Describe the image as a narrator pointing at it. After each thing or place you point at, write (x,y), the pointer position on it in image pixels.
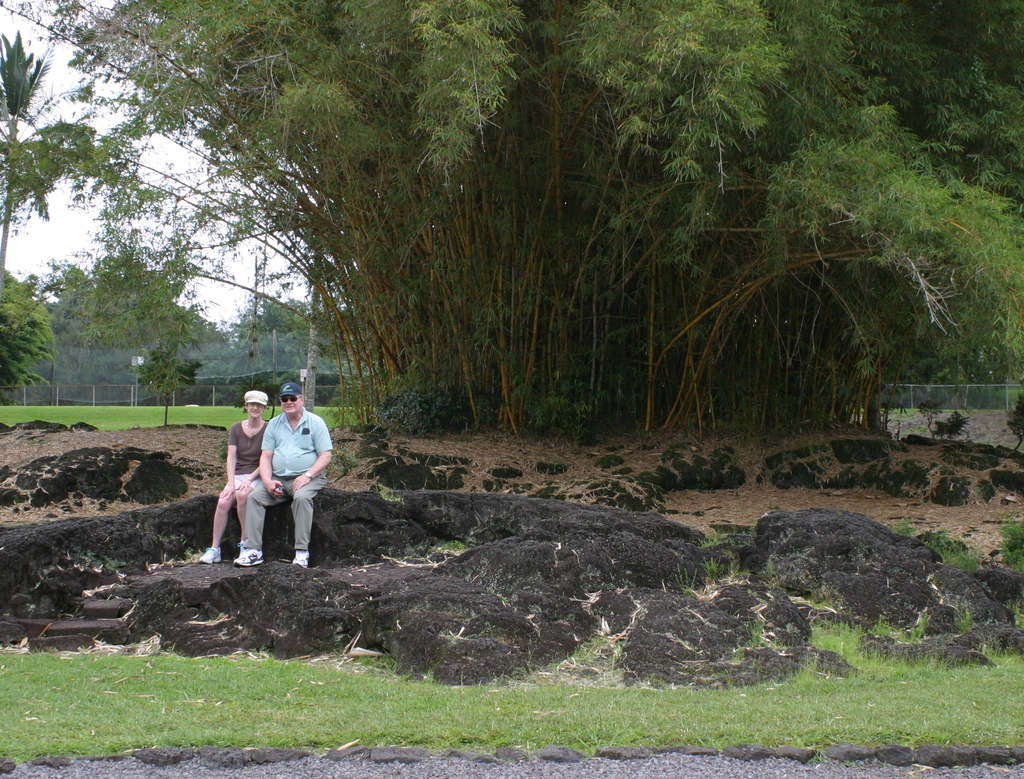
This image consists of two persons (280,448) sitting on a rock (256,589). At the bottom (478,675), there are rocks (495,671) and green grass (541,721). In the background (367,111), there are many trees (130,296).
